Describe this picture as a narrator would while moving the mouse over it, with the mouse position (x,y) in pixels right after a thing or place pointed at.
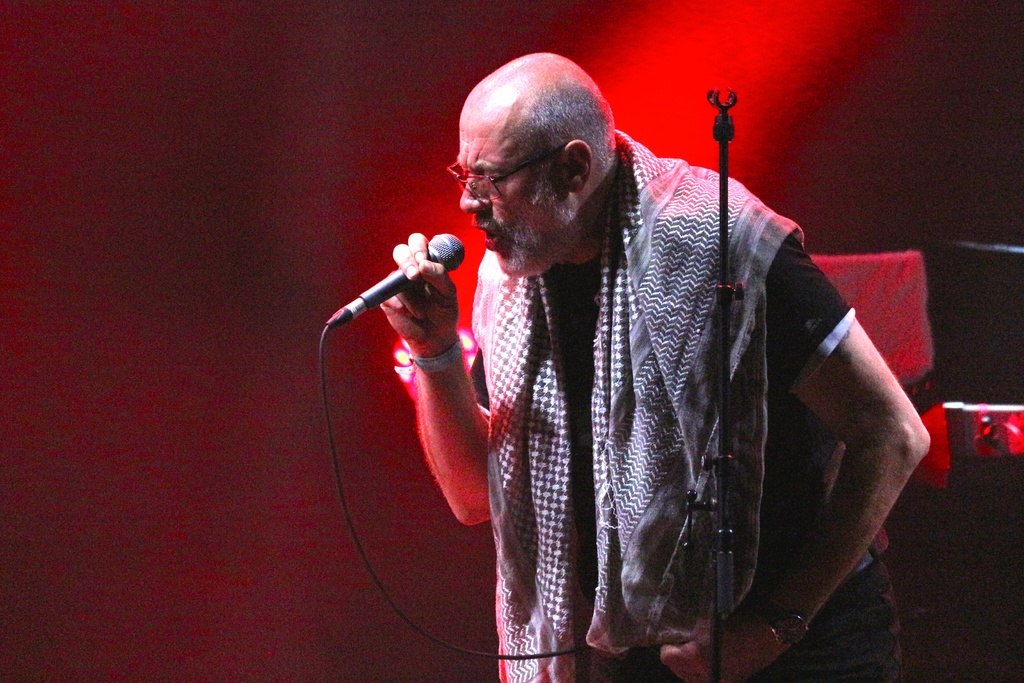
The person (799,287) wearing black shirt (781,303) is standing and singing in front of a mic (450,244) and the background (783,89) is red in color.
